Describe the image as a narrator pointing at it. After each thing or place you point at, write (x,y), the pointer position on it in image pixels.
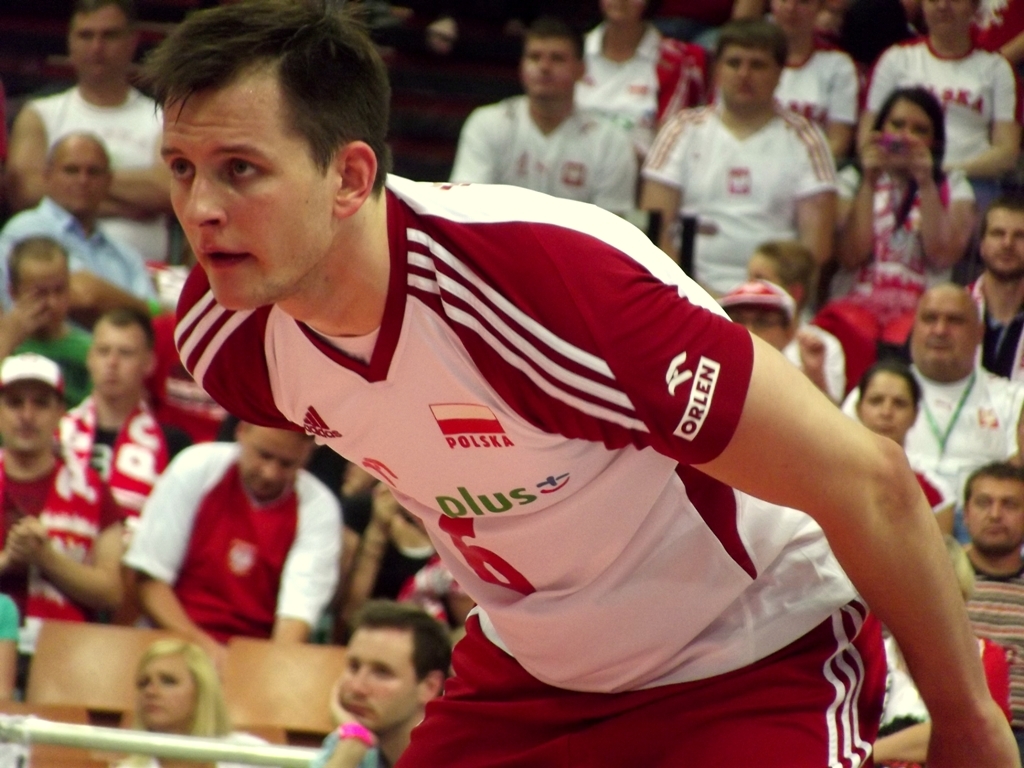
In this image we can see a person (260,316) in a playing position, behind the person (531,483) there are a few spectators (100,325) watching.
